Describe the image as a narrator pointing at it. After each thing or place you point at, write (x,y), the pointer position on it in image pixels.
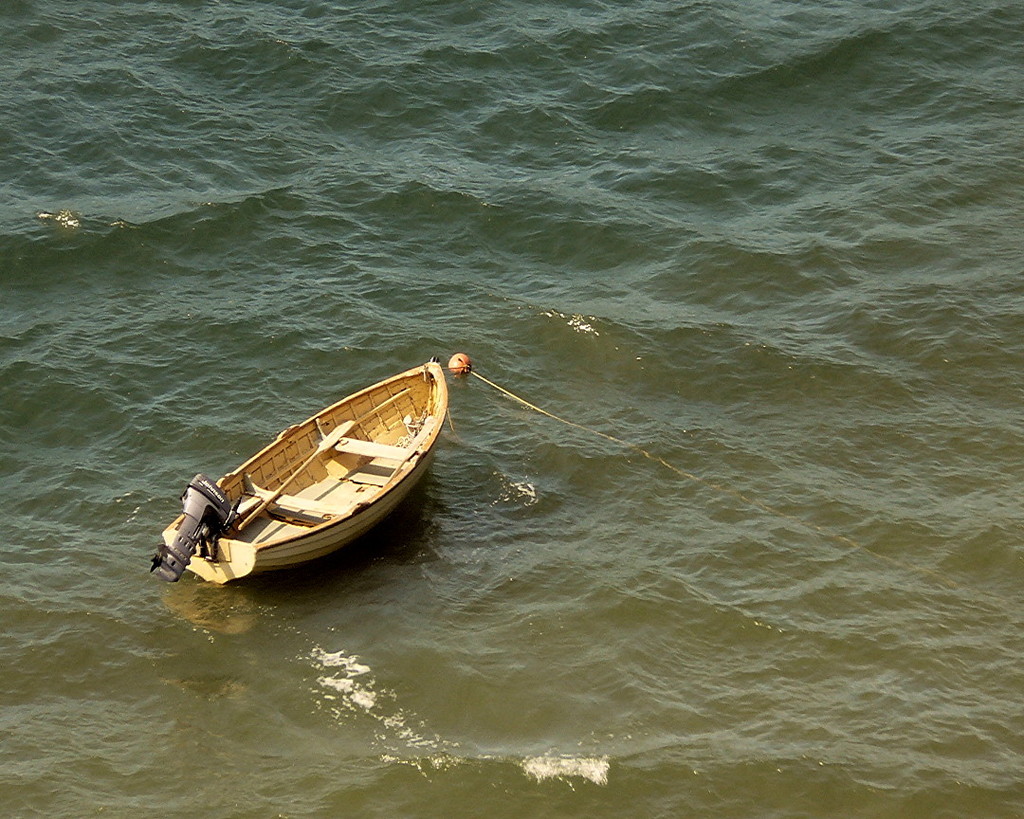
In this picture I can see boat (354,473) on the water (627,604).
